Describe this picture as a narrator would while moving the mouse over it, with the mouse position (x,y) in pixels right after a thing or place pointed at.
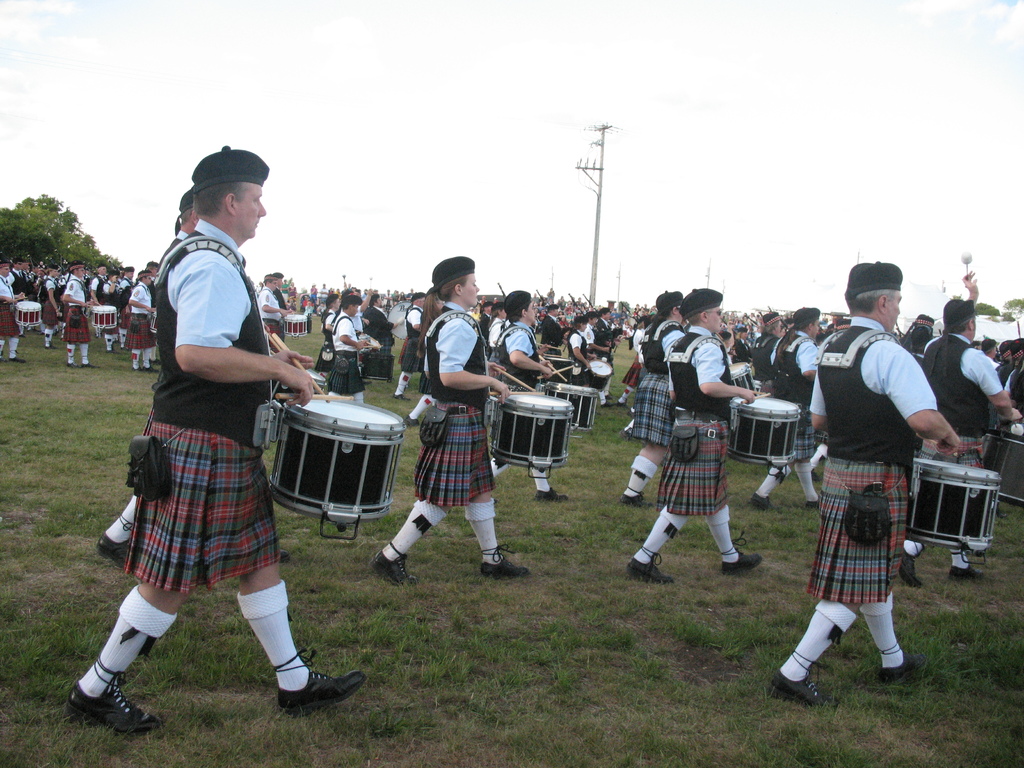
These people (701,506) are walking and playing musical drums (314,405). Land (82,423) is covered with grass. Background (611,132) we can see the sky (462,143), pole (595,271) and trees (42,231).
